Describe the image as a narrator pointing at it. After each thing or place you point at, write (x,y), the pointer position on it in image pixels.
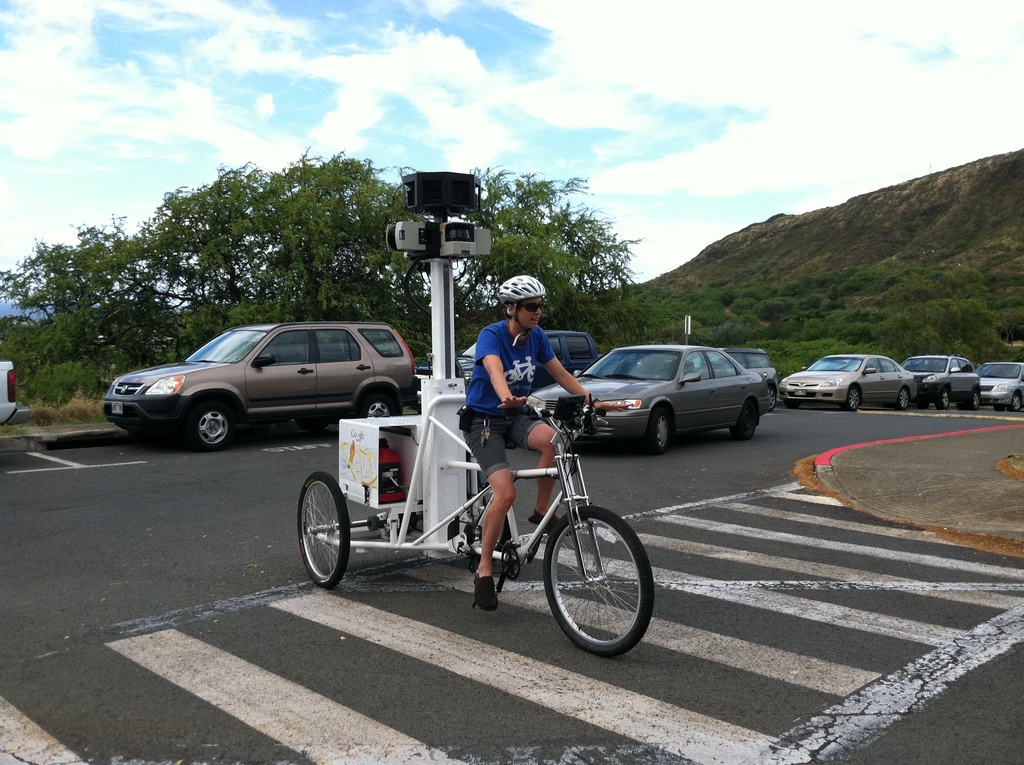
In the middle of the image (517,369) we can see a man (496,417), he is riding tricycle (583,419) and we can see cameras (458,248), in the background (201,422) we can see cars (979,369), trees (569,283) and clouds (756,132).
